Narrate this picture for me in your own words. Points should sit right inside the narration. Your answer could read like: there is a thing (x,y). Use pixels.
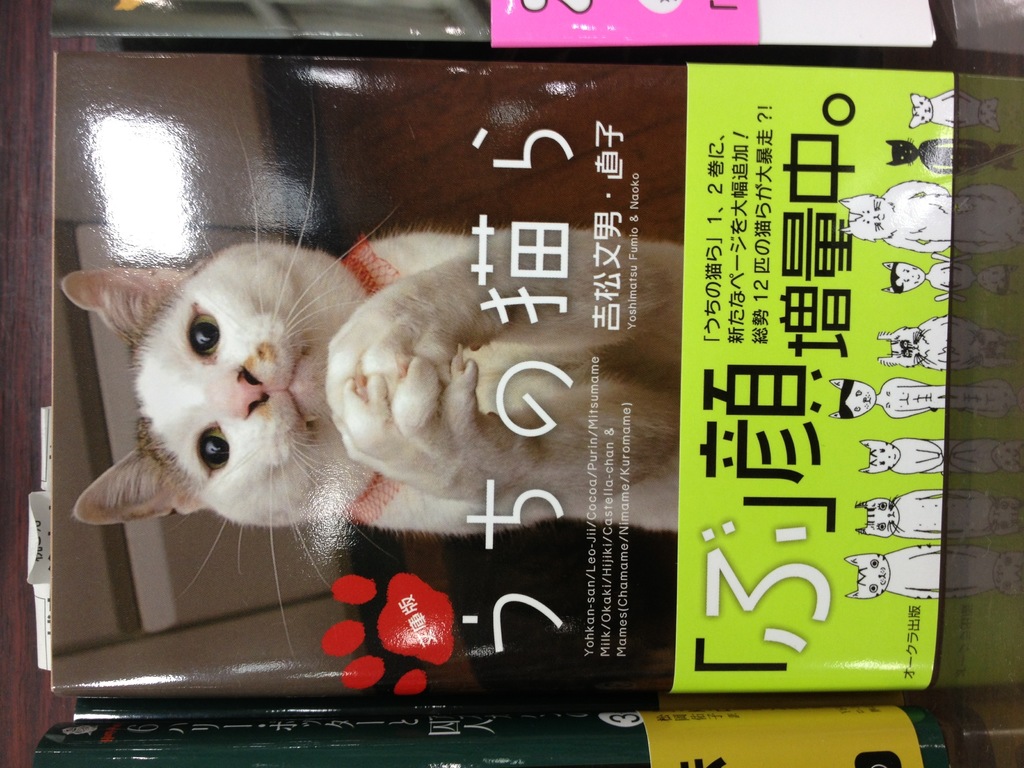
There is a book (437,514) in the center of the image (658,407), on which there is a cat image (450,399) and there are other books (140,4) at the top (152,11) and bottom side of the image (545,699).
